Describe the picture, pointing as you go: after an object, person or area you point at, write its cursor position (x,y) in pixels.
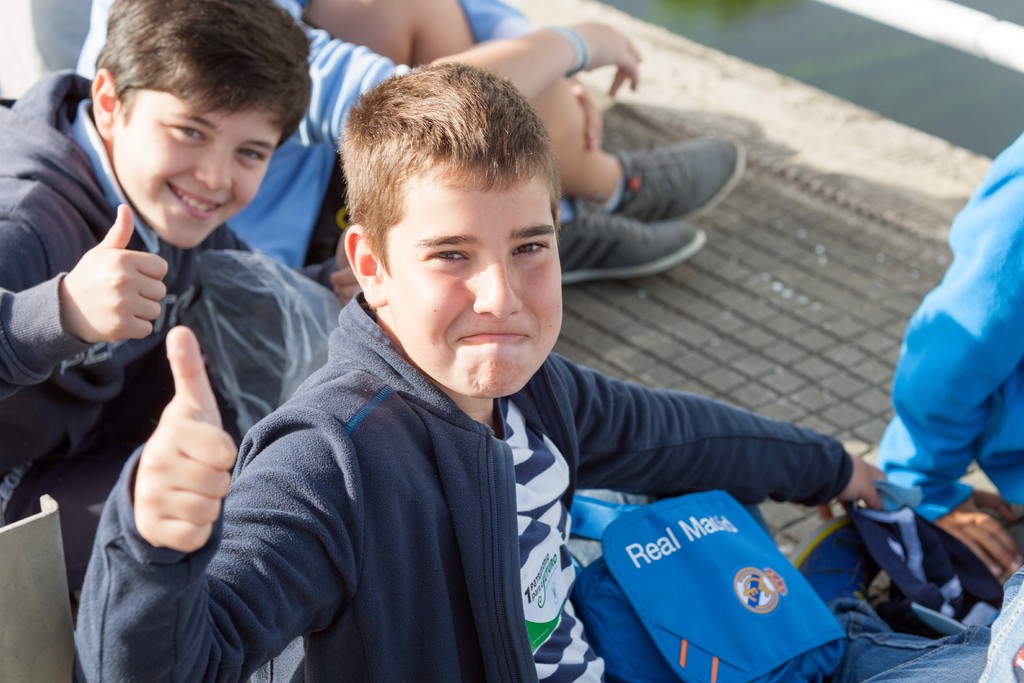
In this image I can see the group of people (552,389) with different color dresses (197,632). I can see the blue color bag (654,607) on one of the person (436,631). These people (279,576) are sitting on the path (736,323).
